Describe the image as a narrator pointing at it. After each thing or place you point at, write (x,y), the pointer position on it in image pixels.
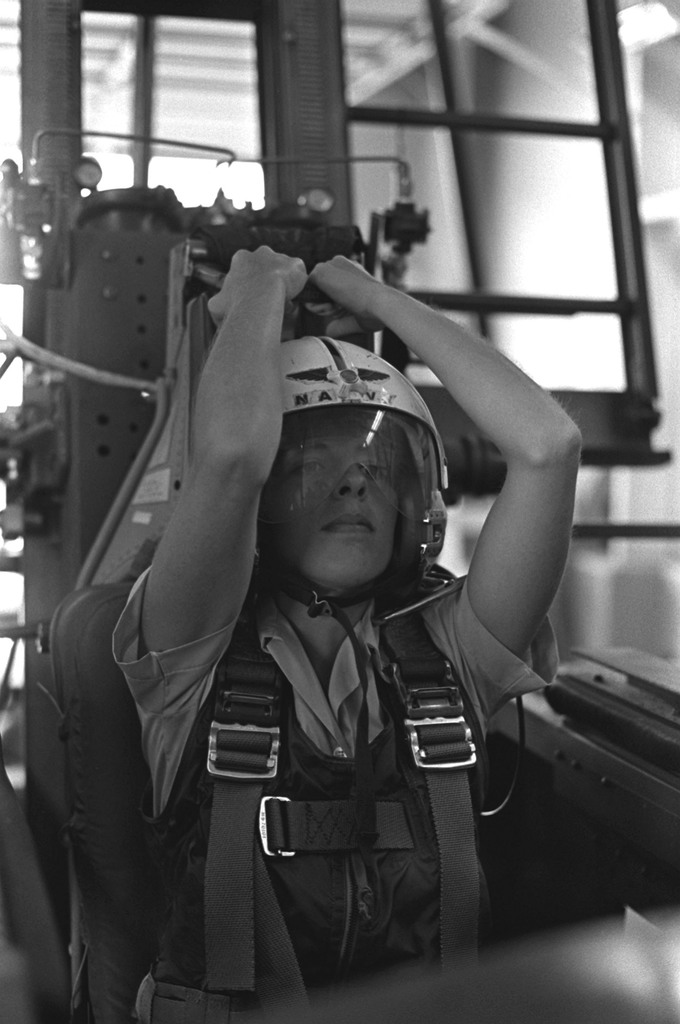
Here in this picture we can see a woman (272,639) sitting over a place (102,820), as we can see she is wearing jacket (272,877) on her and wearing a helmet (372,499) on her.
